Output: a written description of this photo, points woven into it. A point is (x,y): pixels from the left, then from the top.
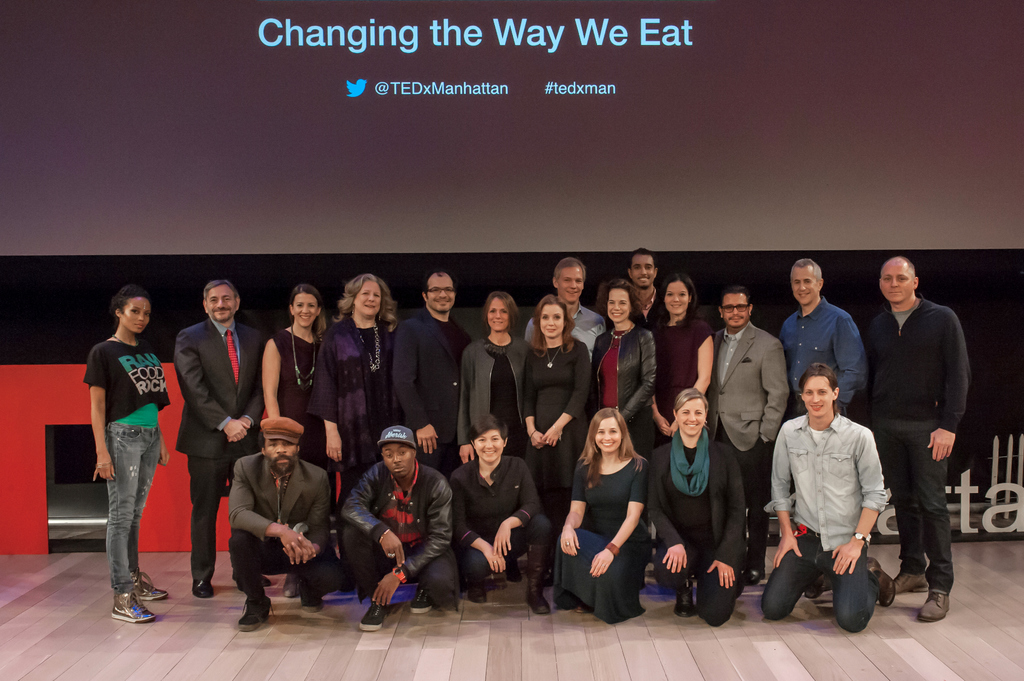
In this image we can see people (443,535) on the stage (583,655) and behind them, we can see a screen (560,96) with some text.
